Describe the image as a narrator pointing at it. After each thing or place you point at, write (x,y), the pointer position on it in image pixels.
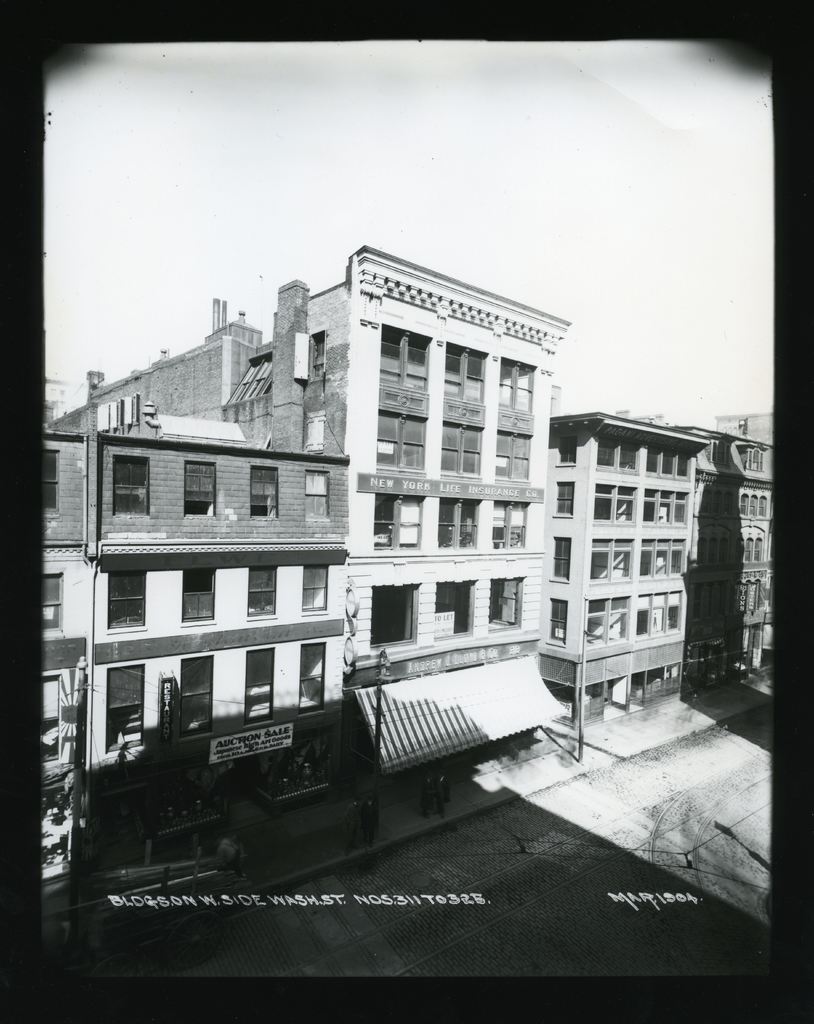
This is a black and white image. In the image there are buildings (322,602) with walls (347,375), pillars (433,548), glass windows (680,507) and roofs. And also there are stores (224,771) with name boards (259,735) and glass walls (304,761). On the footpath (406,798) there are few people (366,811) and also there is a pole (71,896). And there is some text (122,903).
